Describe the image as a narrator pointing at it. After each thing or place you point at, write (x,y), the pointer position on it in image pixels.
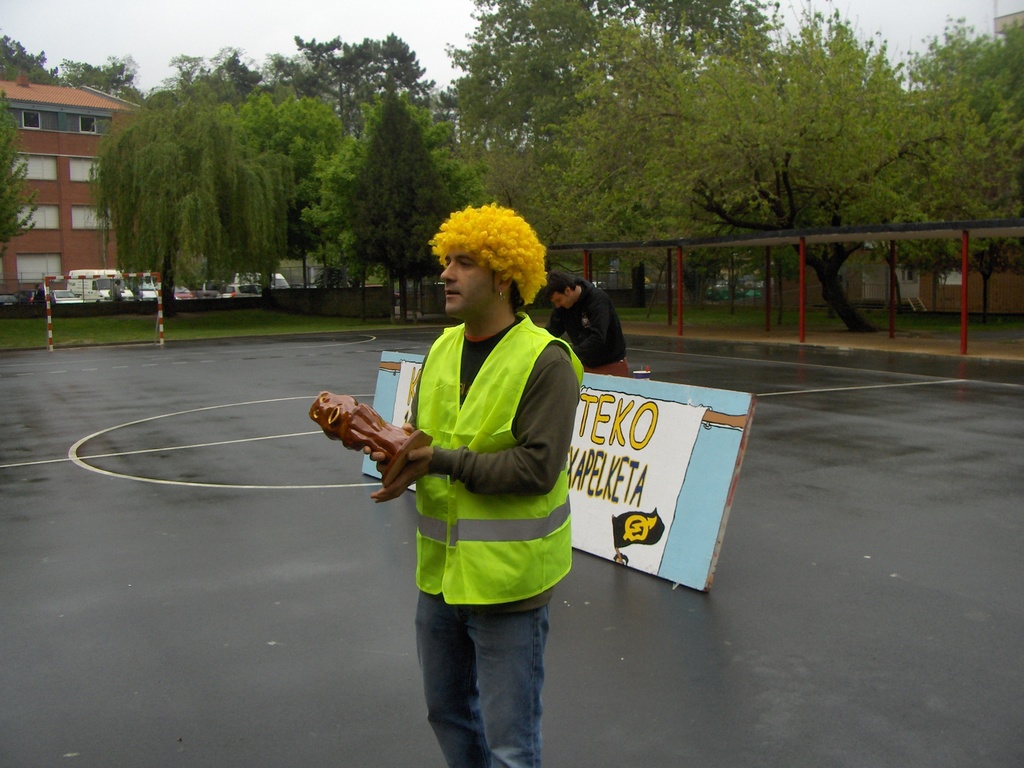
In this picture we can see a man (527,644) holding a sculpture (398,455) with his hands (401,478) and at the back of him we can see a name board (590,403), person (572,331) on the ground (661,680), grass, fences (664,291), trees (825,117), vehicles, poles (71,278), building (92,105) and in the background (445,24) we can see the sky (786,10).
